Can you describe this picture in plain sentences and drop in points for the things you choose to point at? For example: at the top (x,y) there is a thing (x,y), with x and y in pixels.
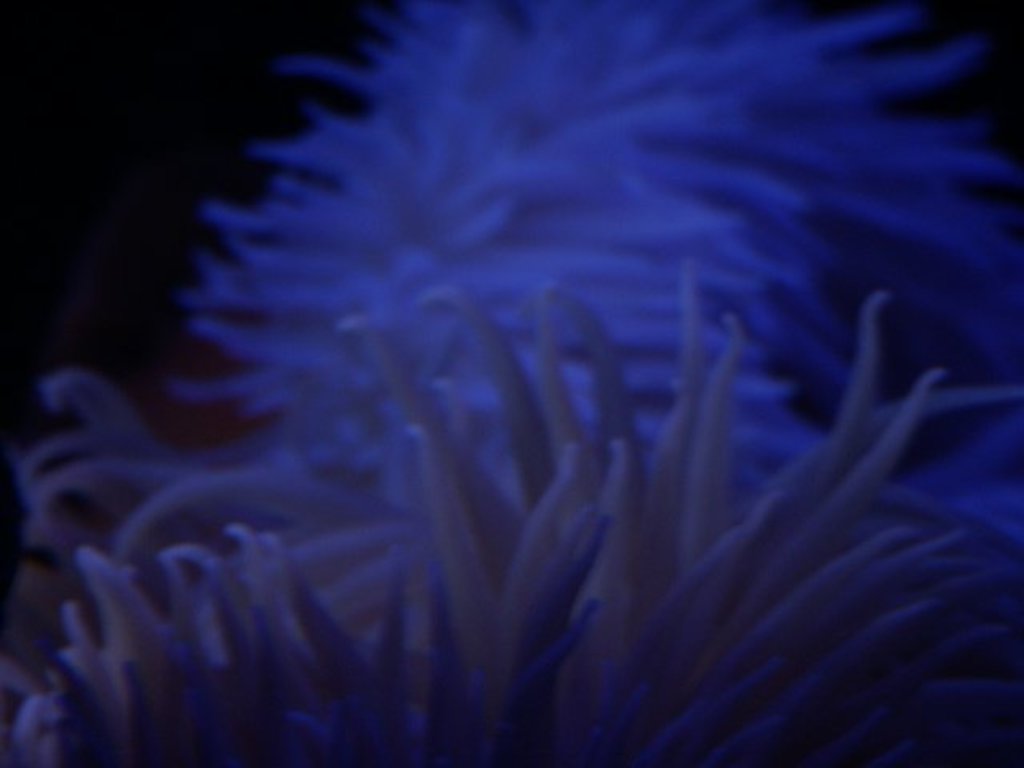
In the center of the image (421,383) we can see sea anemones (648,326).
